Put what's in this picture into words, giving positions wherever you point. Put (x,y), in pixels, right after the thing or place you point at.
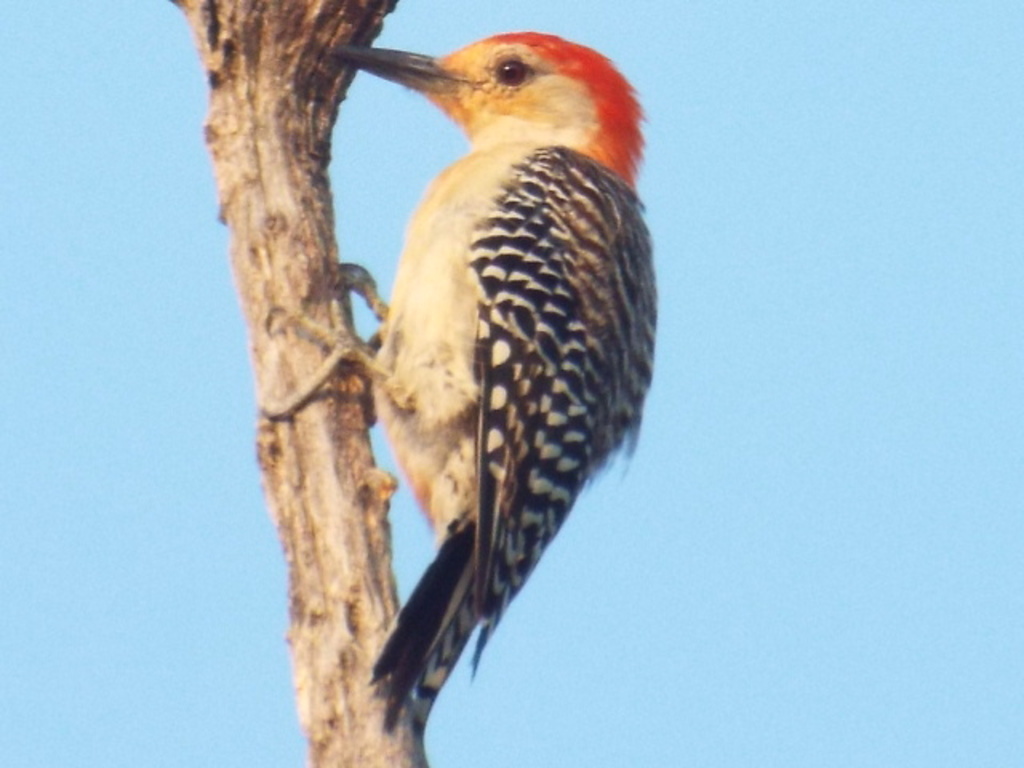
In the foreground of this image (518,423), there is a bird (518,390) on a stem (280,249). In the background (151,369), there is the sky (150,412).
